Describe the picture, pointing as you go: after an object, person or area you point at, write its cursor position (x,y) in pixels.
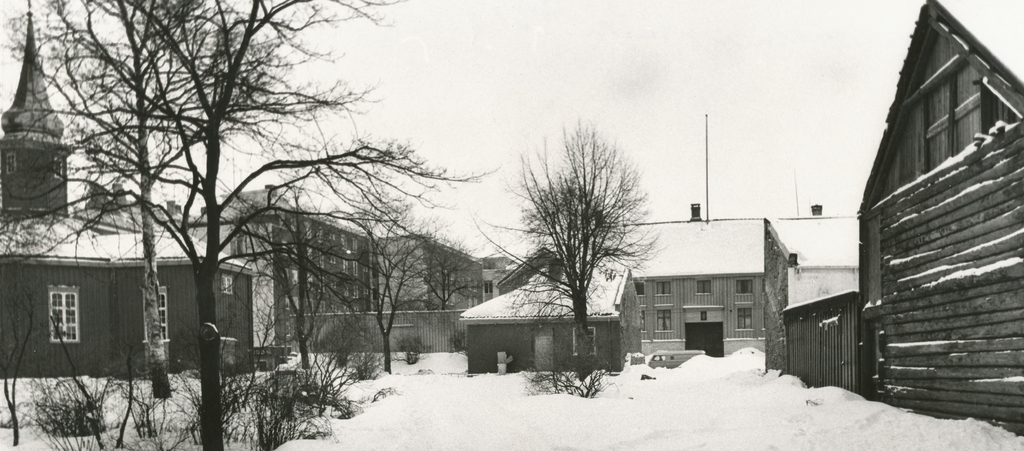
This is a black and white image. In this image we can see a group of houses (408,294) with windows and roof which are covered by snow (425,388). We can also see a vehicle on the ground (441,388), a pole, a group of trees (380,293), the snow (597,425) on the ground (656,403) and the sky (616,67).
